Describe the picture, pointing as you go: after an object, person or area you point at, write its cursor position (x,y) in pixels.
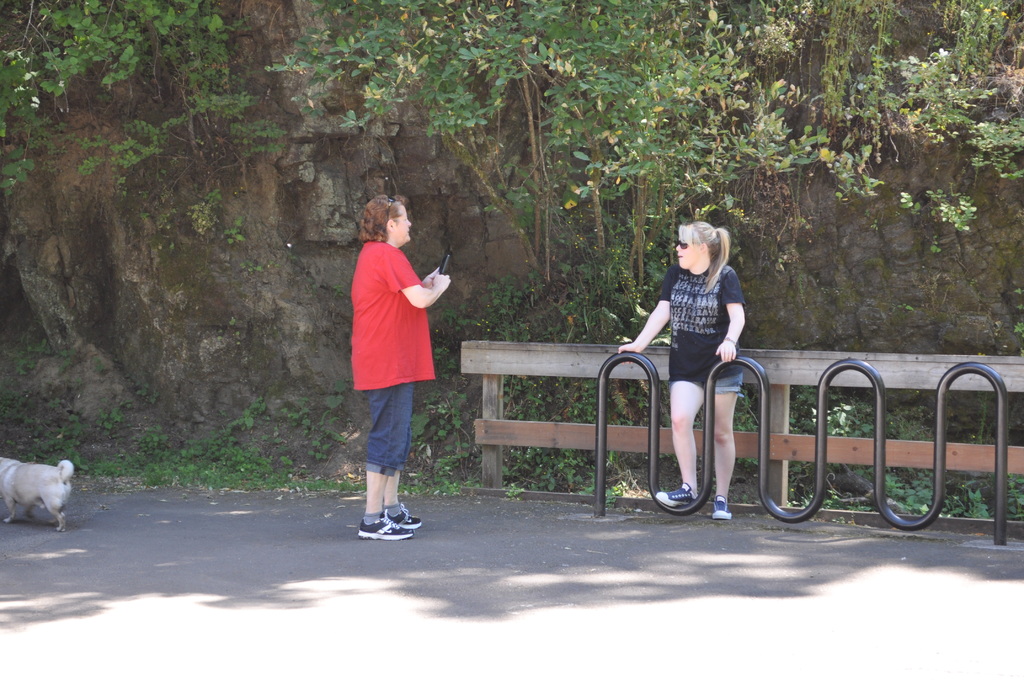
In the picture we can see a path (642,631) and a railing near the rock hill (988,300) with some plants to it and near the railing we can see a woman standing and before the woman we can also see some other woman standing and behind we can see a dog (62,492) on the path (646,577).
